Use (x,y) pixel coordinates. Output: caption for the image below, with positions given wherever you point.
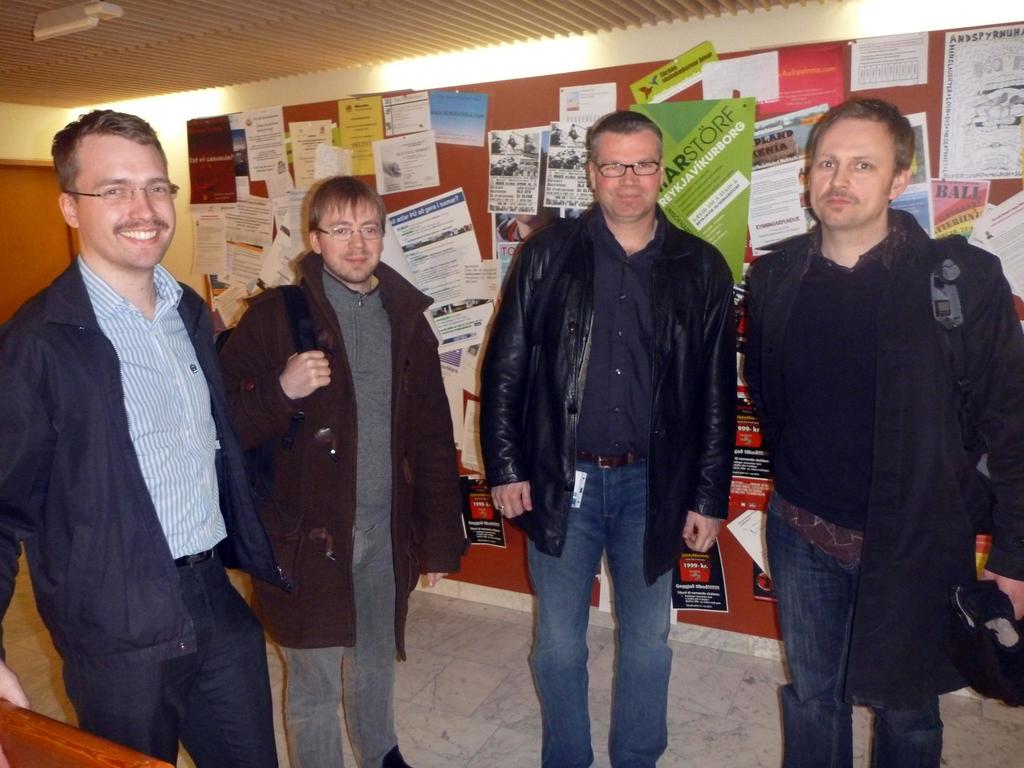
This picture describes about group of people (431,359), few people (433,366) wore spectacles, behind them we can find lights (115,16) and few posters (249,245) on the wall (542,110).
